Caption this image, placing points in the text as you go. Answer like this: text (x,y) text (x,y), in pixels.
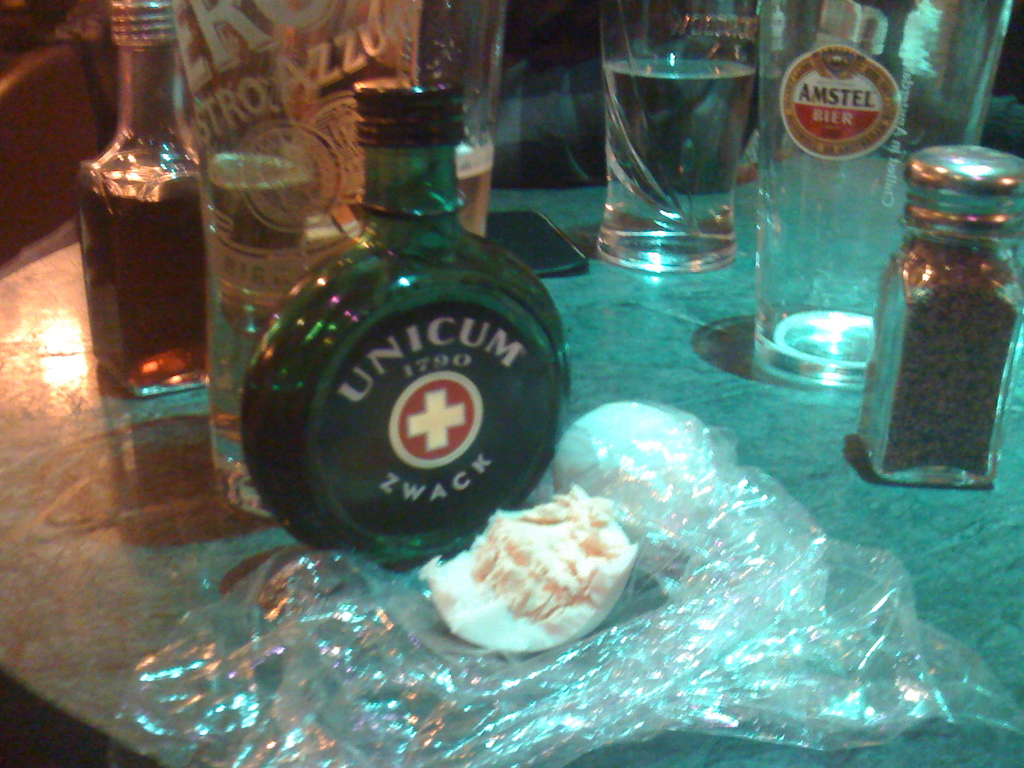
In this picture, this is a table (96,573) on the table (28,523) there are bottles (357,274), glasses (673,168), jar (900,382), mobile (558,257), some food items (532,569) and a cover (762,627).
